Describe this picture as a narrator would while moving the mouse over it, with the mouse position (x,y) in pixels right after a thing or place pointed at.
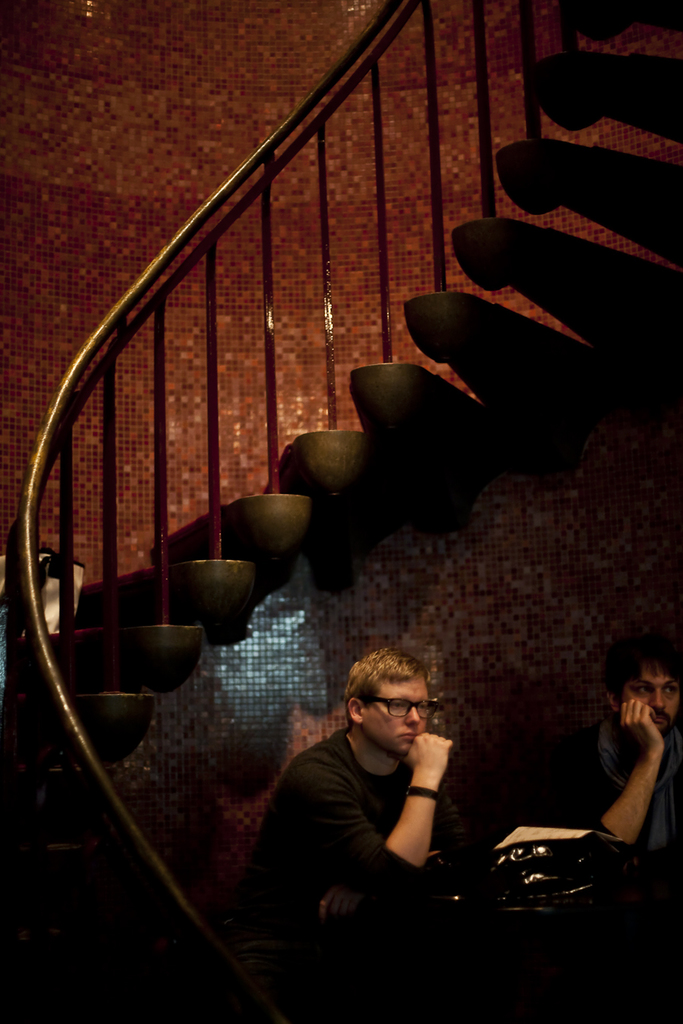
As we can see in the image there are two persons (360,849) sitting and there are stairs (169,571). There is wall (17,260) and the image is little dark. The man (403,797) sitting in the middle (368,677) is wearing black color t shirt (350,813).
